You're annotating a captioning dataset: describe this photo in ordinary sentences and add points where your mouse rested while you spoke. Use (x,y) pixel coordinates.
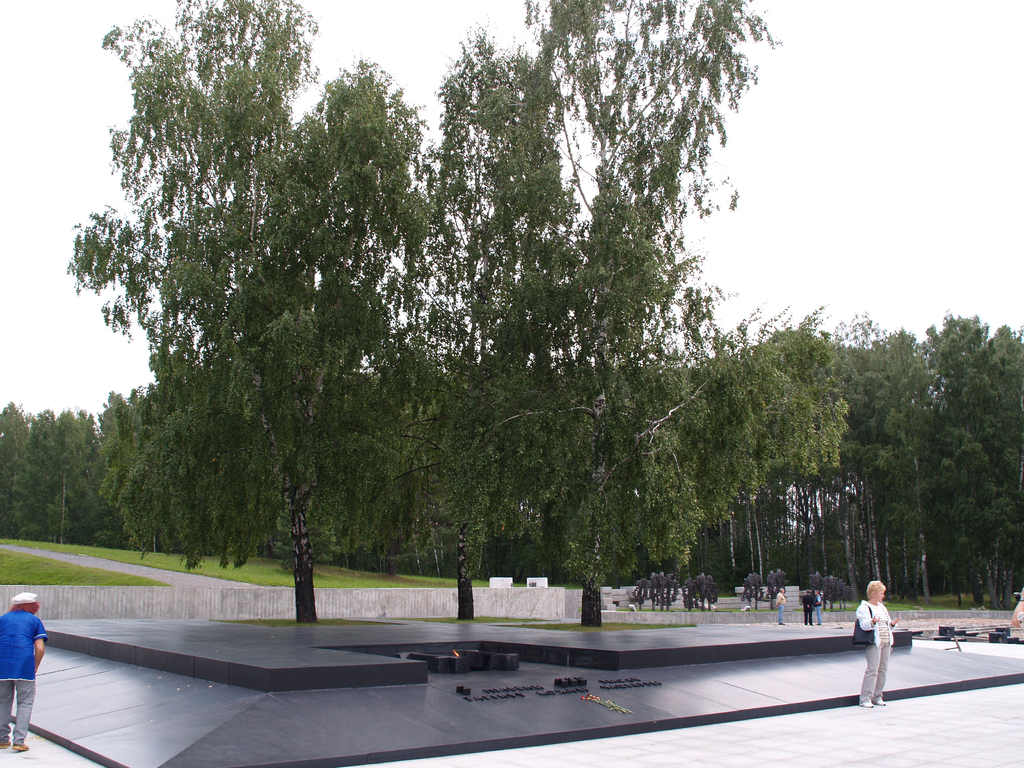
In this image we can see many trees (524,407) and plants (745,372). There is a grassy land (45,570) in the image. There are few people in the image. There is a road (173,581) in the image. There is a sky (949,116) in the image. In this image we can see a burial ground (909,673).
